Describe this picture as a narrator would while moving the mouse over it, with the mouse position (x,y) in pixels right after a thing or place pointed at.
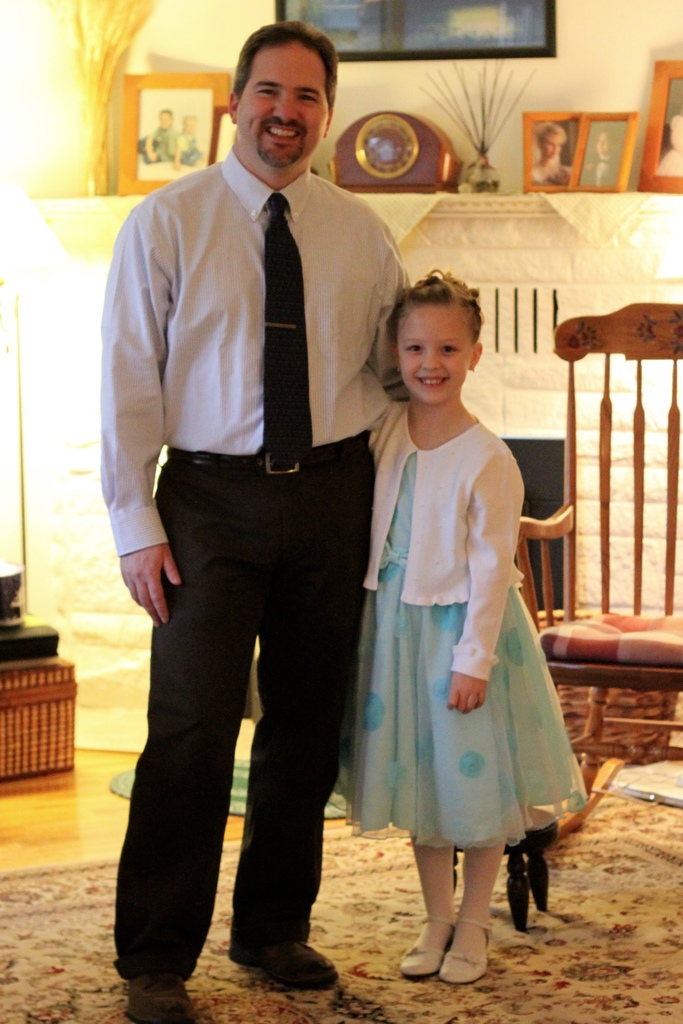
In this picture we can see a man (180,841), girl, they are smiling and in the background (91,450) we can see a chair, photo frames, wall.
